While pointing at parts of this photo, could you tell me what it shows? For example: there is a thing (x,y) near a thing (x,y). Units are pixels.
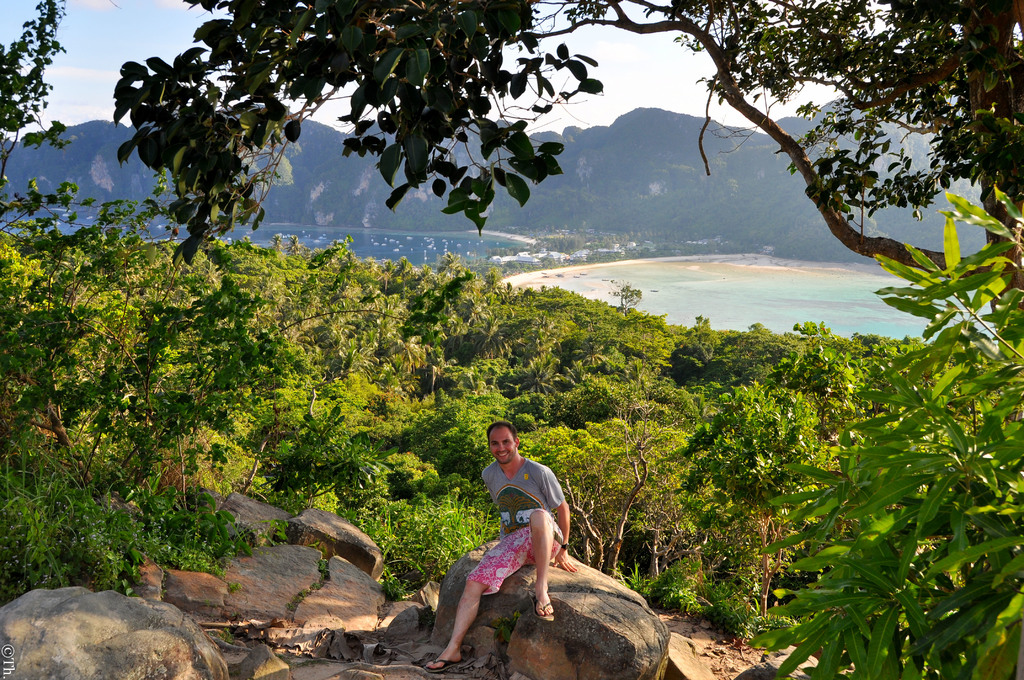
In this image I can see a person (506,500) sitting on the rock (641,636). The person (516,511) is wearing gray shirt (511,529), pink pant (493,567). Background (493,399) I can see trees (118,345) in green color, water (717,268), mountains (100,144), and sky (90,85) in blue and white color.
